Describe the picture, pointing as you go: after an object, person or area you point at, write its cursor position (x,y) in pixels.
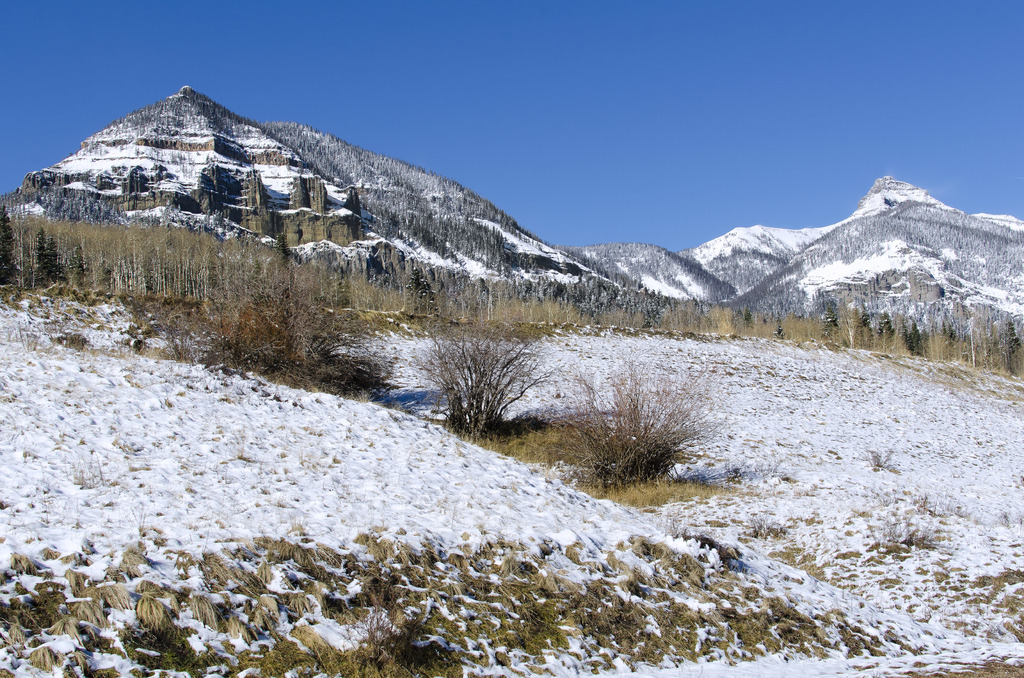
The ground (515,449) is covered with snow (745,408) and there are mountains (779,239) covered with snow (885,259) in the background (885,259).
